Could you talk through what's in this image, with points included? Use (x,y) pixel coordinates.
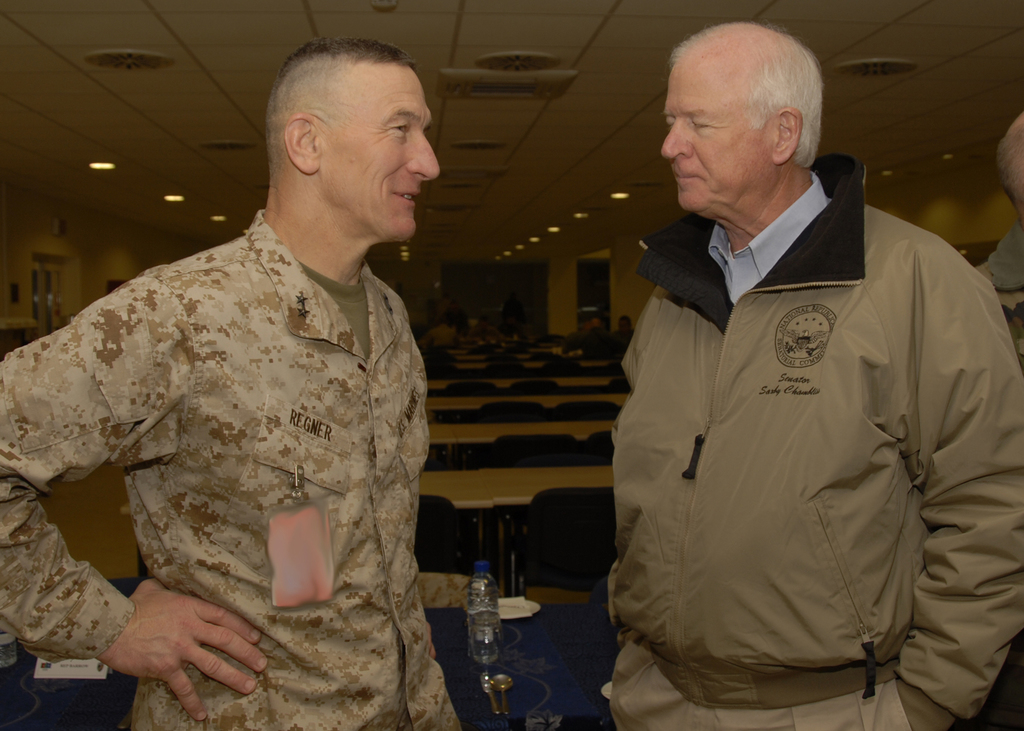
In this image there are two man (698,440) standing the man (380,391) standing here is laughing, at the back ground (454,397) i can see some chairs (541,527) and benches (543,481) at the top (617,198) there are some lights (585,217).
